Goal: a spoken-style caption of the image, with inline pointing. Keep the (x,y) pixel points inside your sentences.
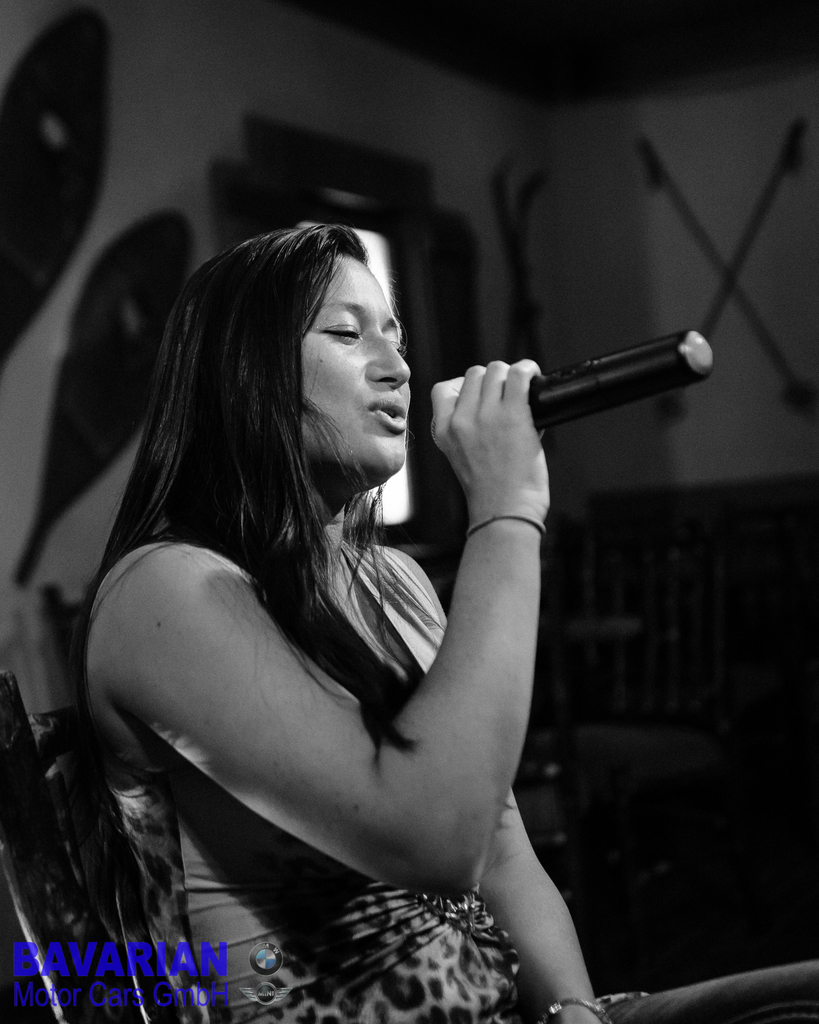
In this image there is a woman (584,983) sitting and singing a song in the microphone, at the back ground (669,281) there is wall (582,205), door (421,247).
